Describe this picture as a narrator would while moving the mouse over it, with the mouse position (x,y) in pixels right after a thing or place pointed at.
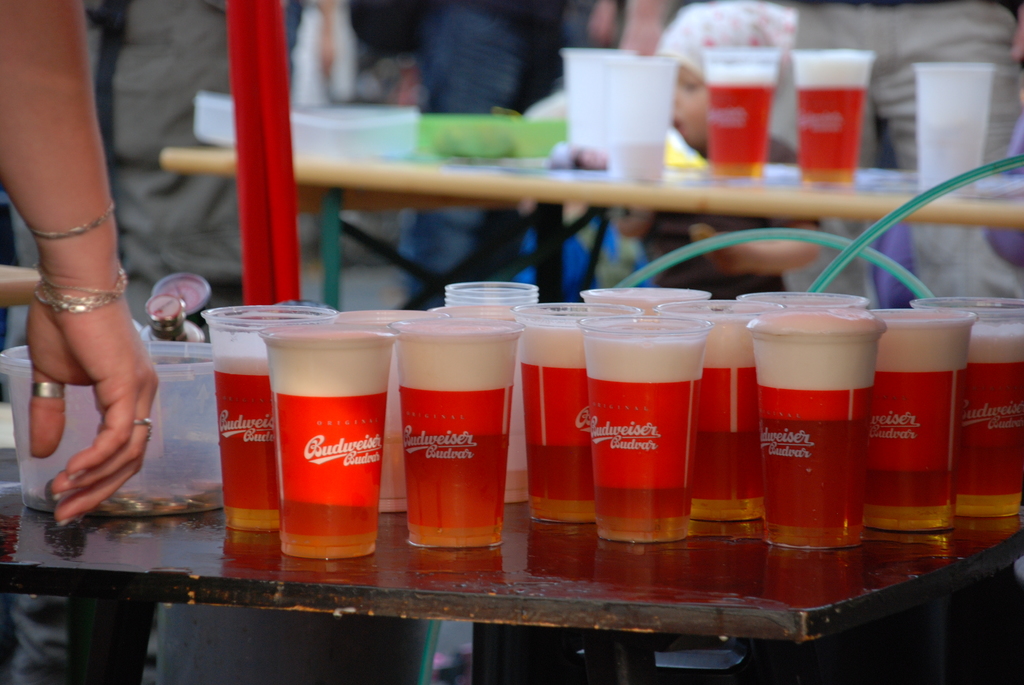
In this image I can see few glasses (1013,391) on the table (675,623) and I can see some liquid (384,373) in the glasses (331,360) and the table (386,514) is in brown color. I can also see a human hand (60,107) at left side (84,99), background (632,162) I can see few glasses (642,135) on the table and few persons (781,99).
